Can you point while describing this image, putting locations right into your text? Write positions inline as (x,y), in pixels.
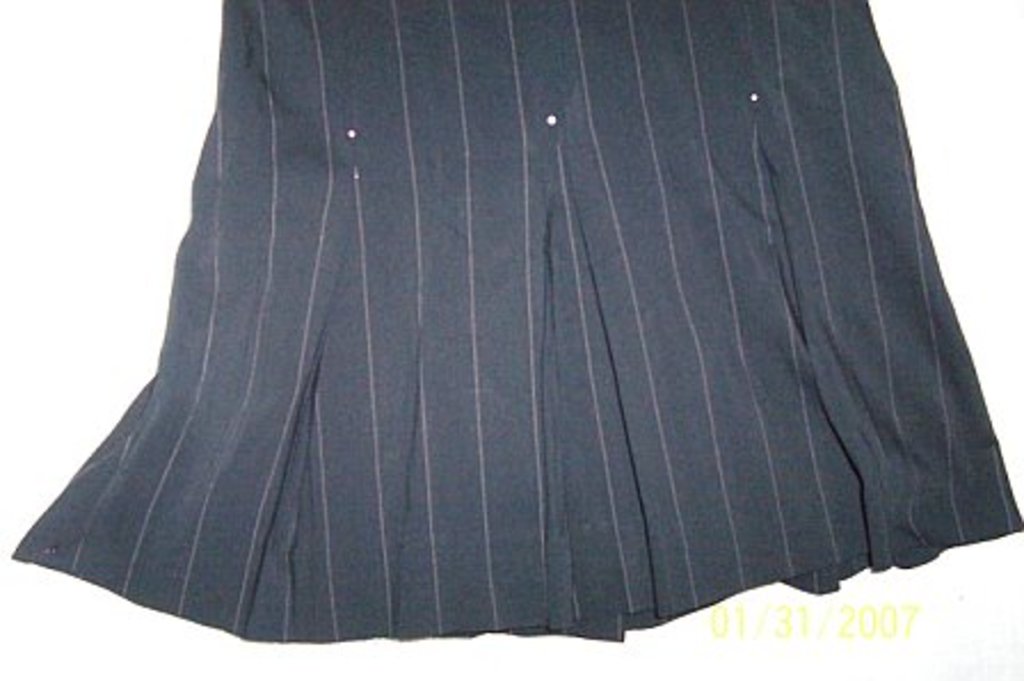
In this picture there is a black cloth (473,479) which has few pink lines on it and there is something written in the right corner (825,620).
